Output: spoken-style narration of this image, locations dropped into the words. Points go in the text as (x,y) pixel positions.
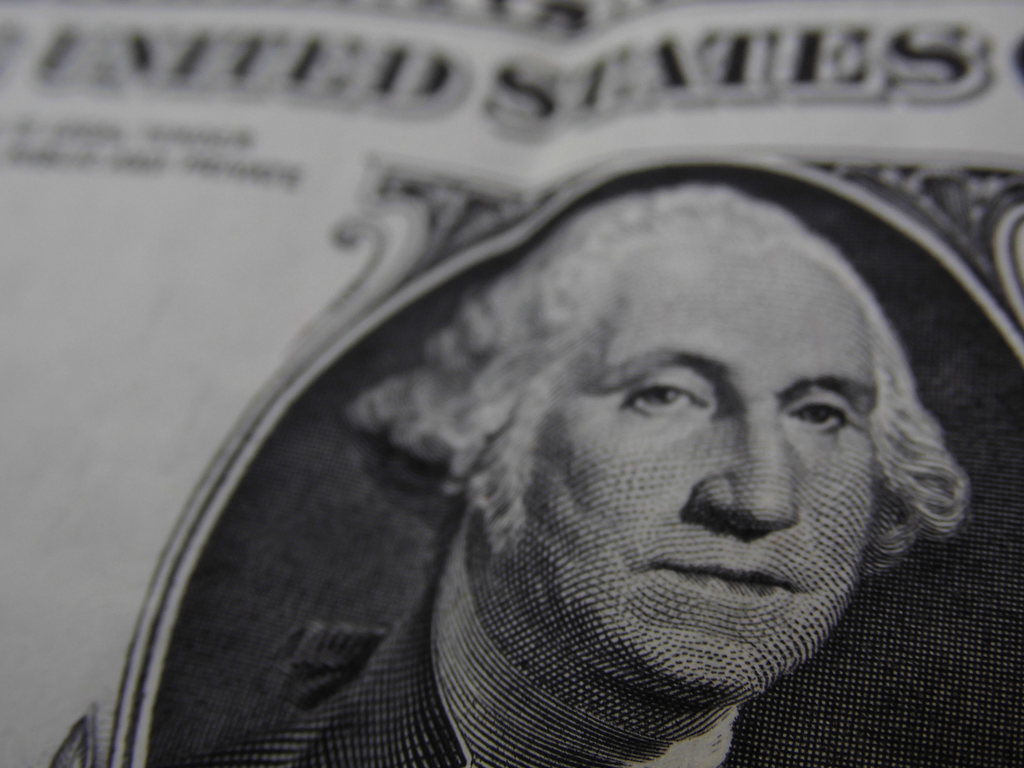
In this image there is a dollar bill (355,107) on the paper (129,126) there is text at the top (544,128), and there is an image (675,472) of one person (586,593).
